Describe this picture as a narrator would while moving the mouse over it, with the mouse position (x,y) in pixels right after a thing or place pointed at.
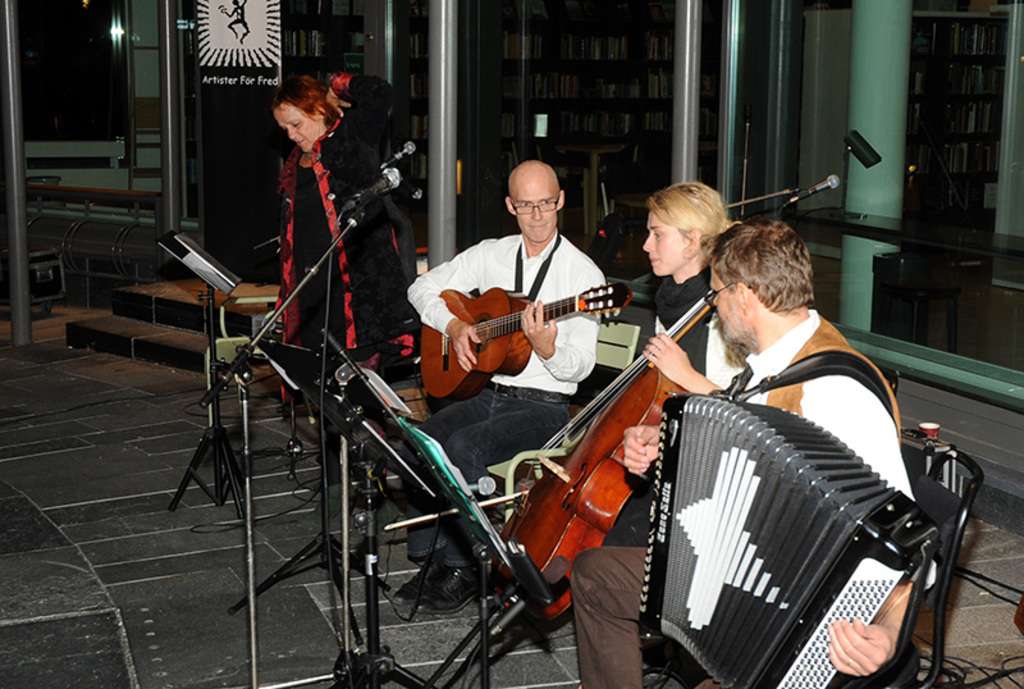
In this image i can see there are the three persons (585,602) playing a music with musical instruments (721,545) and in front of them there is a mike (390,183), back side of them there is a building (853,66).
